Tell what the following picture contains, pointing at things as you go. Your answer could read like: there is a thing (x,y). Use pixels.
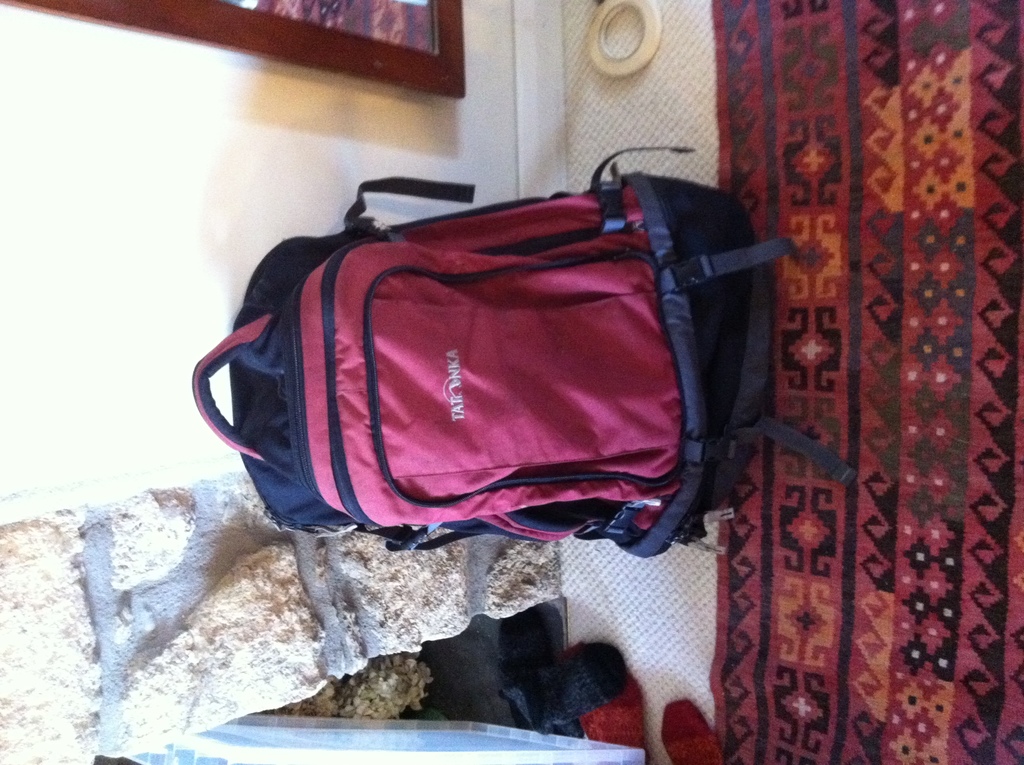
In this picture there is a bag (425,309) kept on the floor (777,609), in the background (333,22) we observe photo frame (318,49) and a stone (506,585).
